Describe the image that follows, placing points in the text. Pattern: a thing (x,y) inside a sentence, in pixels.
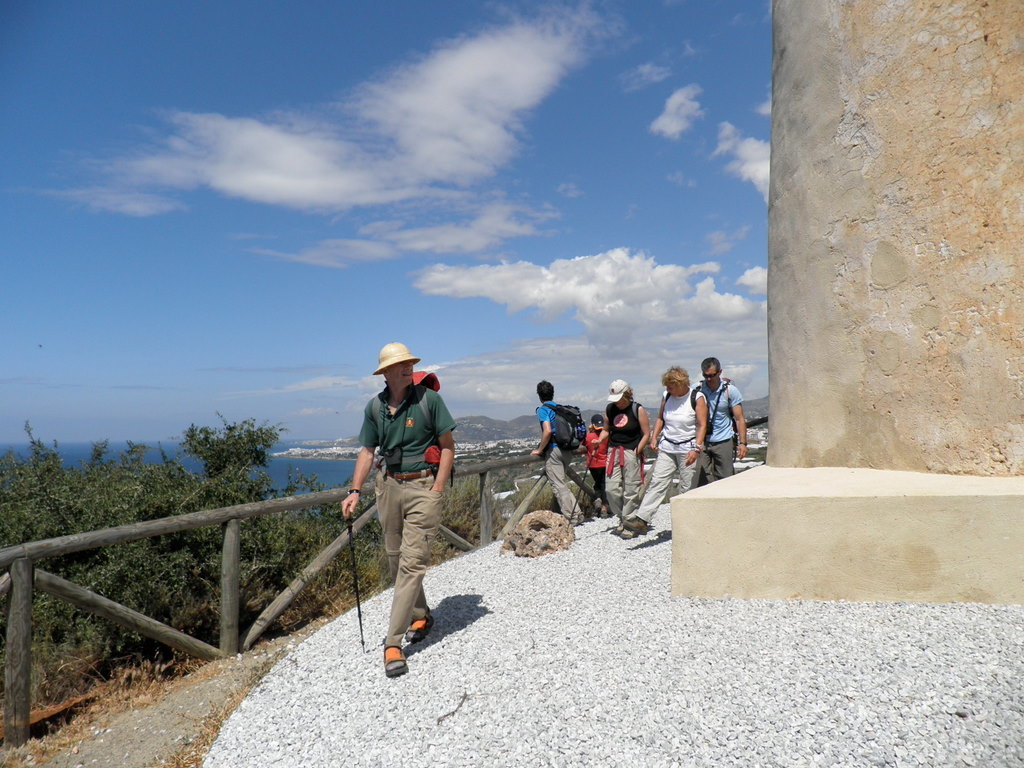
On the left side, there are persons (675,391) on the gravel path (486,561). Beside them, there is a fence (112,536). On the right side (935,505), there is a wall (863,506). In the background (316,490), there are trees (61,569), there is water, there are mountains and there are clouds (579,272) in the blue sky (276,68).
